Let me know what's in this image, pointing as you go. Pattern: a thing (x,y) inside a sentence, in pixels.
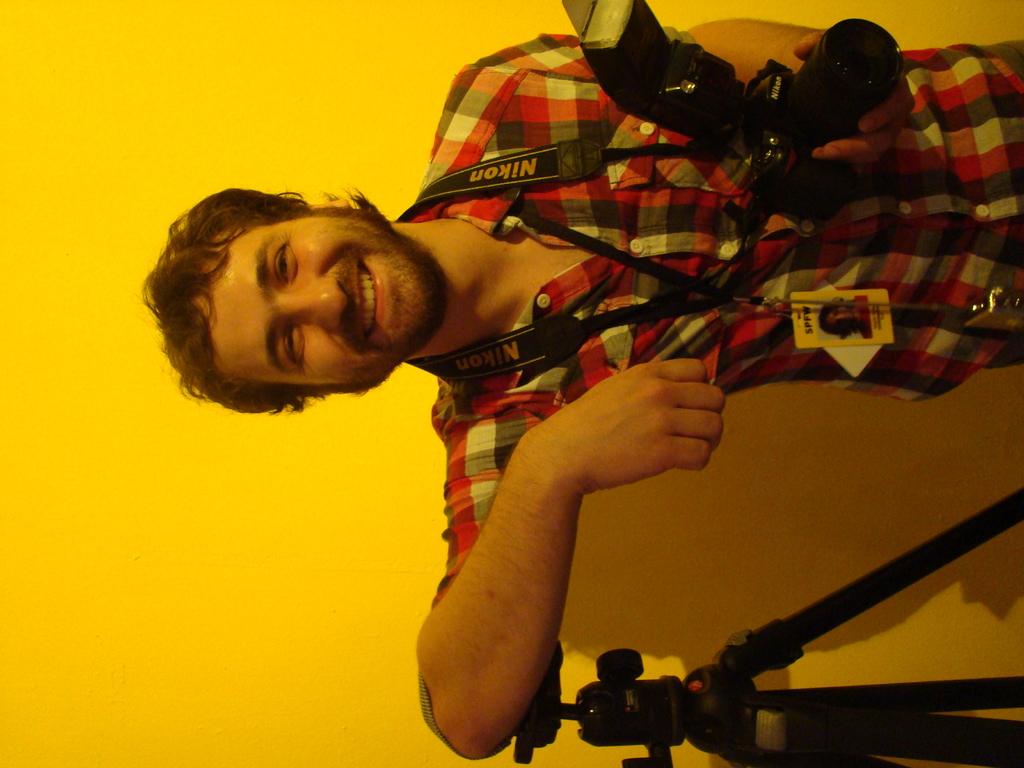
In this picture I can see a man (396,309) standing and holding a camera (791,200) in his hand (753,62). I can see a tripod (776,632) and a wall (247,97) in the background (236,109).
